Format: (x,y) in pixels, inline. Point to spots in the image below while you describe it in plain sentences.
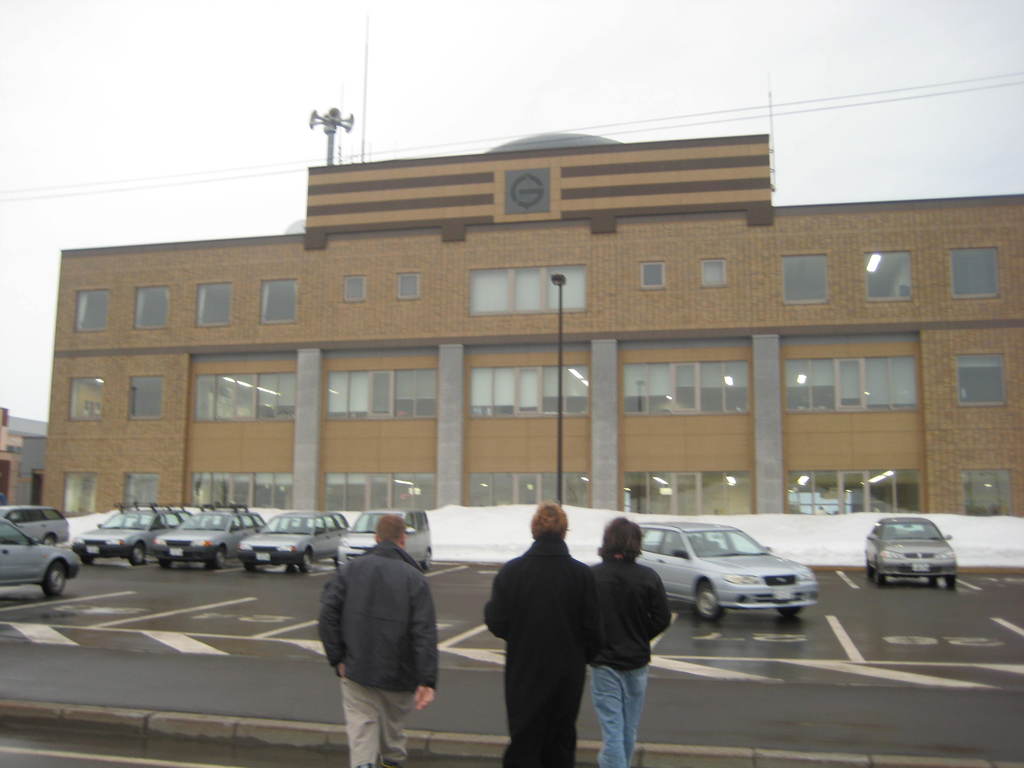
In this picture we can see three persons (568,661) are walking in the front (384,660), in the background (480,409) there is a building (578,269), we can see some cars (204,518) and a pole (560,455) in the middle (562,440), there is the sky (558,52) at the top of the picture (516,46), we can see glasses (984,373) of this building (599,429).
